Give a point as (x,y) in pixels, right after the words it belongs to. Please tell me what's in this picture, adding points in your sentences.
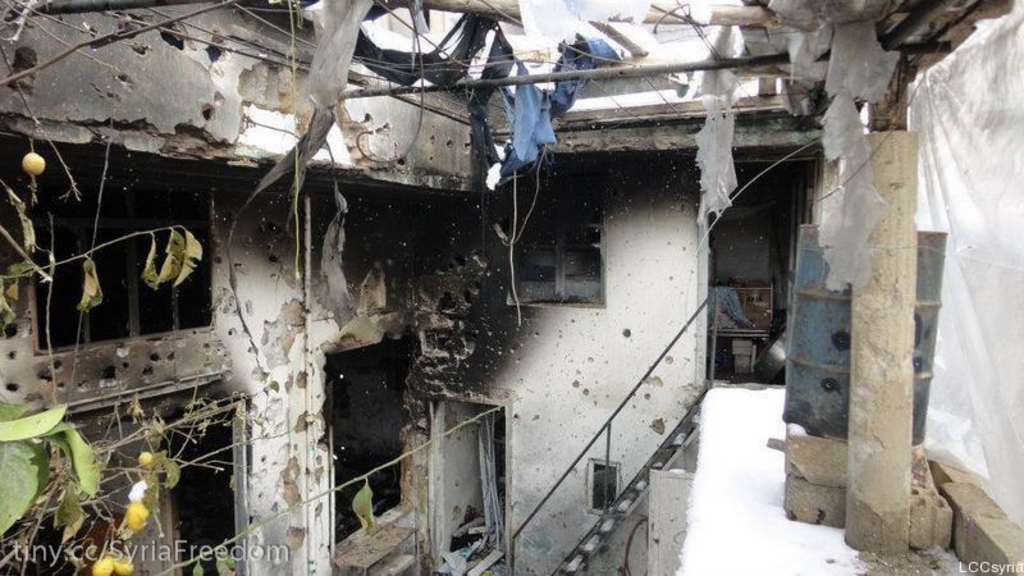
In this picture I can see an inner view of a house (616,454). On the right side (833,348) I can see stairs (610,522), a drum (846,366), white color cloth (944,331) and other objects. On the left side (244,373) I can see a wall (612,245), windows (551,258), plant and other objects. Here I can see poles (707,68) and some objects (708,91).
